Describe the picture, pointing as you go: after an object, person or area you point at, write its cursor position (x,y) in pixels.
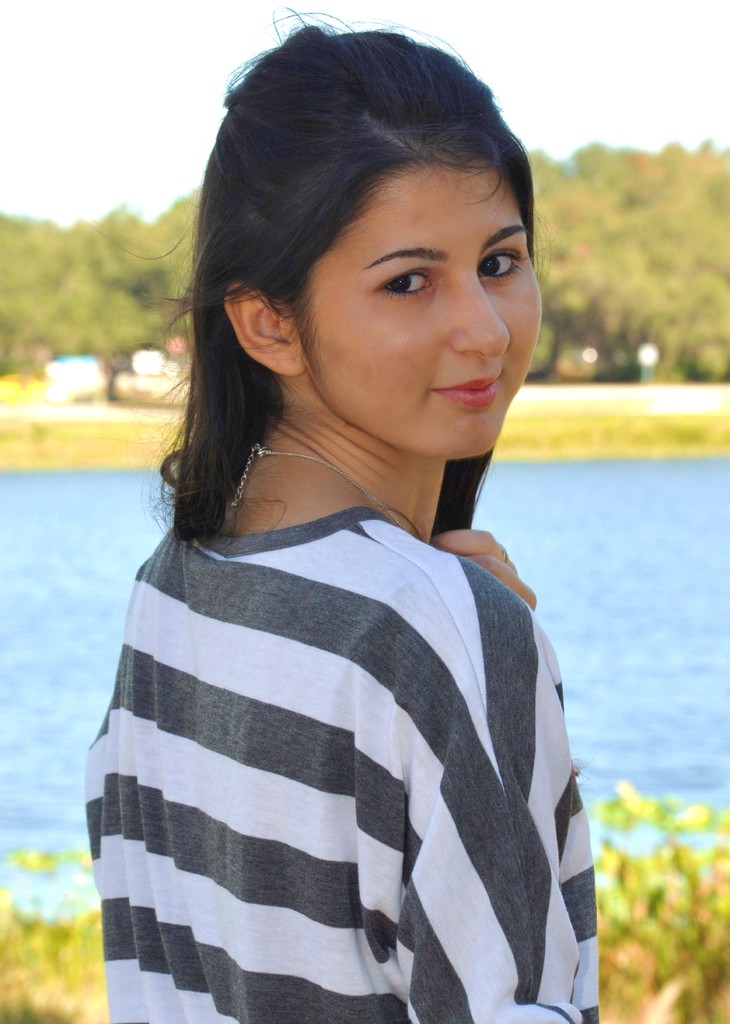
There is a woman (344,476) smiling. We can see plants (724,860) and water (658,740). In the background (668,274) we can see trees (587,261) and sky (598,43).
